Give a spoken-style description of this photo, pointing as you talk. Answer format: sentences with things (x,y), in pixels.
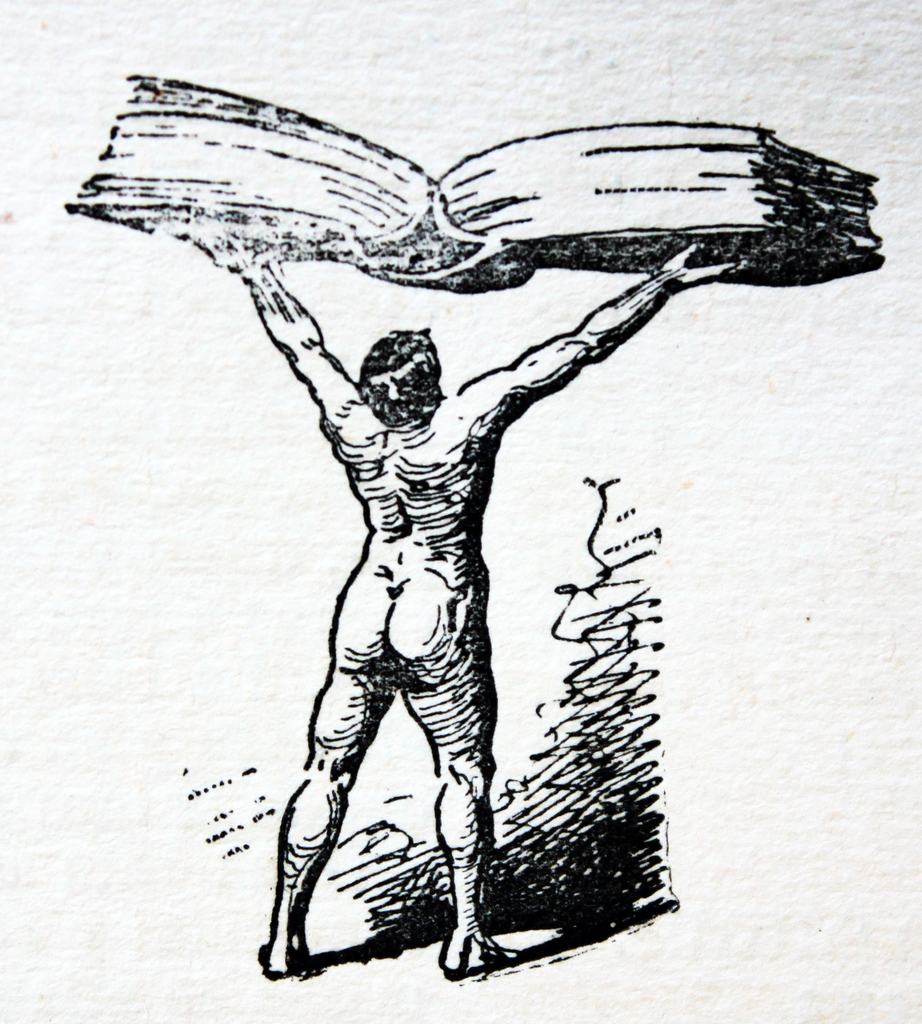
In this image we can see a sketch (455,645) on the paper (709,534). In the center (408,664) there is a man (440,545) standing and holding a book (519,239).
